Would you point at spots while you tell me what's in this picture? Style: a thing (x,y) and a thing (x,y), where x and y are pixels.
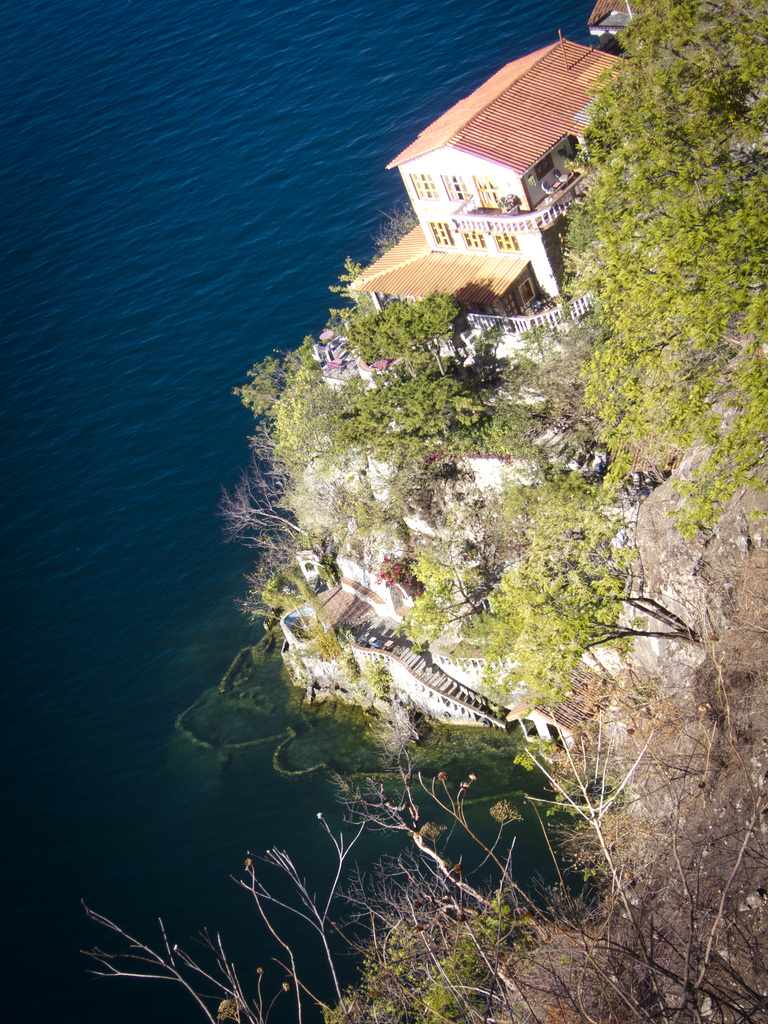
In the foreground of this image (513,544), on the right (518,243), there is a house (525,192), trees (712,195), rock (702,569) and the stairs (425,667). On the left (122,389), there is the water (101,648).
